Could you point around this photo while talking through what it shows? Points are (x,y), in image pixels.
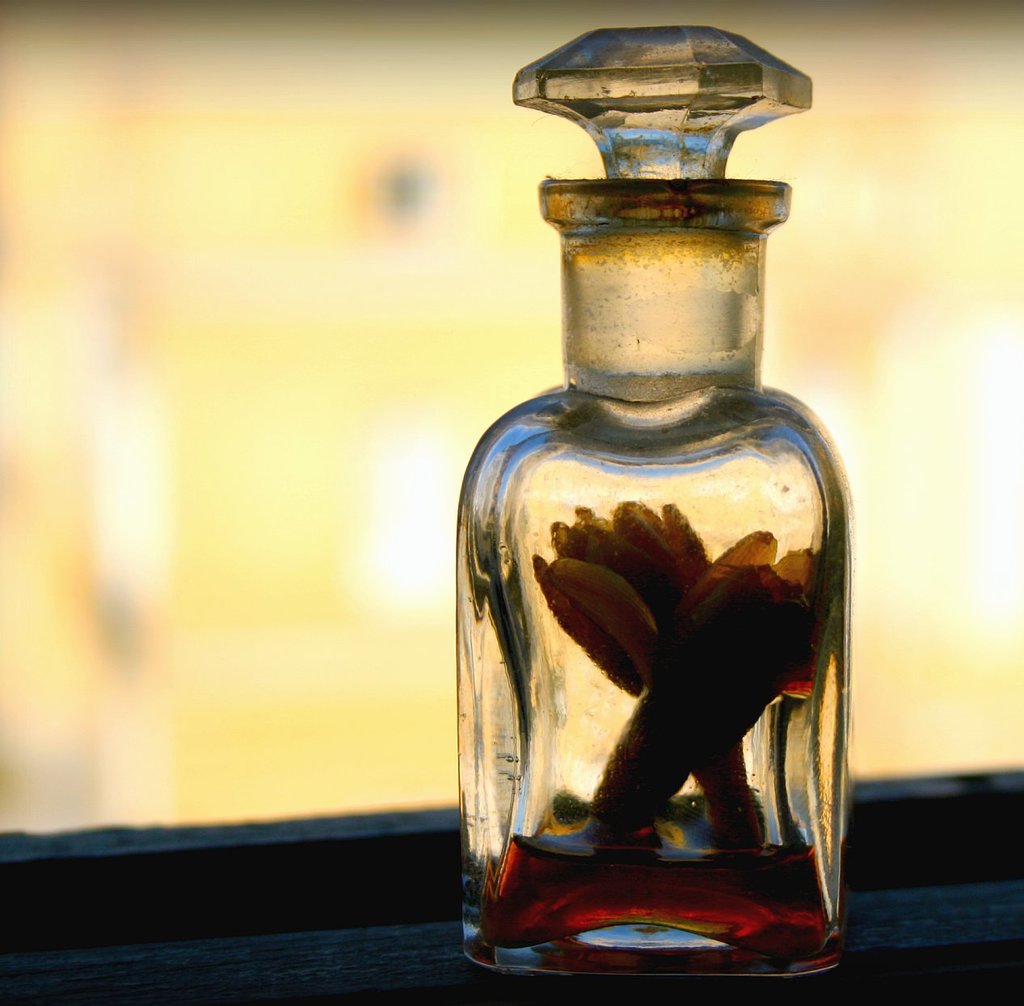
In this image we can see a glass bottle (545,600) in which something (805,573) is placed inside it.
